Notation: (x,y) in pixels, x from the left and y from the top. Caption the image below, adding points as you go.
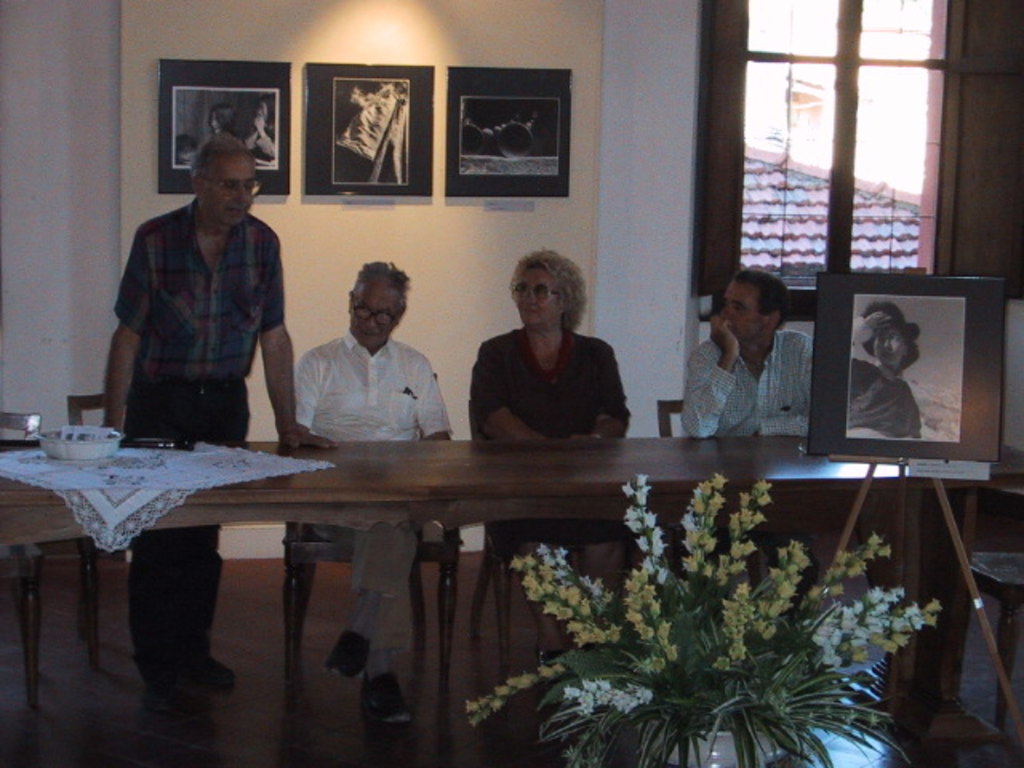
In this image there are three persons (482,349) who are sitting on a chair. And on the left side (199,420) there is one man (158,566) who is standing and on the background (52,134) there is a wall (500,47). On that wall (602,182) there are three photo frames (479,131) and on the right side (853,162) there is one window (736,80) and one roof (893,204) is there and in the bottom (747,618) there is one flower pot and plant (743,642) is there and on the right side (831,383) there is one board (831,389).
